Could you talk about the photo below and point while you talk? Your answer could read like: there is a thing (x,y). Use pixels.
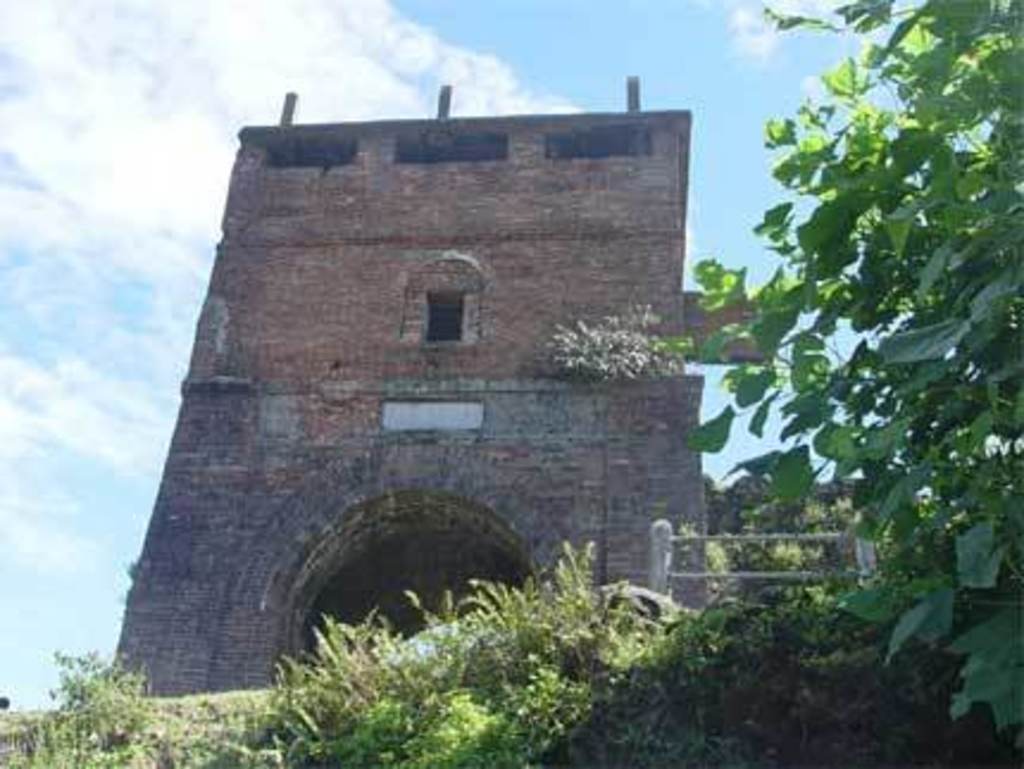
In this image there is a building (354,436), in front of the building (410,425) there are trees (880,477) and plants (717,552). In the background (121,87) there is the sky (106,202).
